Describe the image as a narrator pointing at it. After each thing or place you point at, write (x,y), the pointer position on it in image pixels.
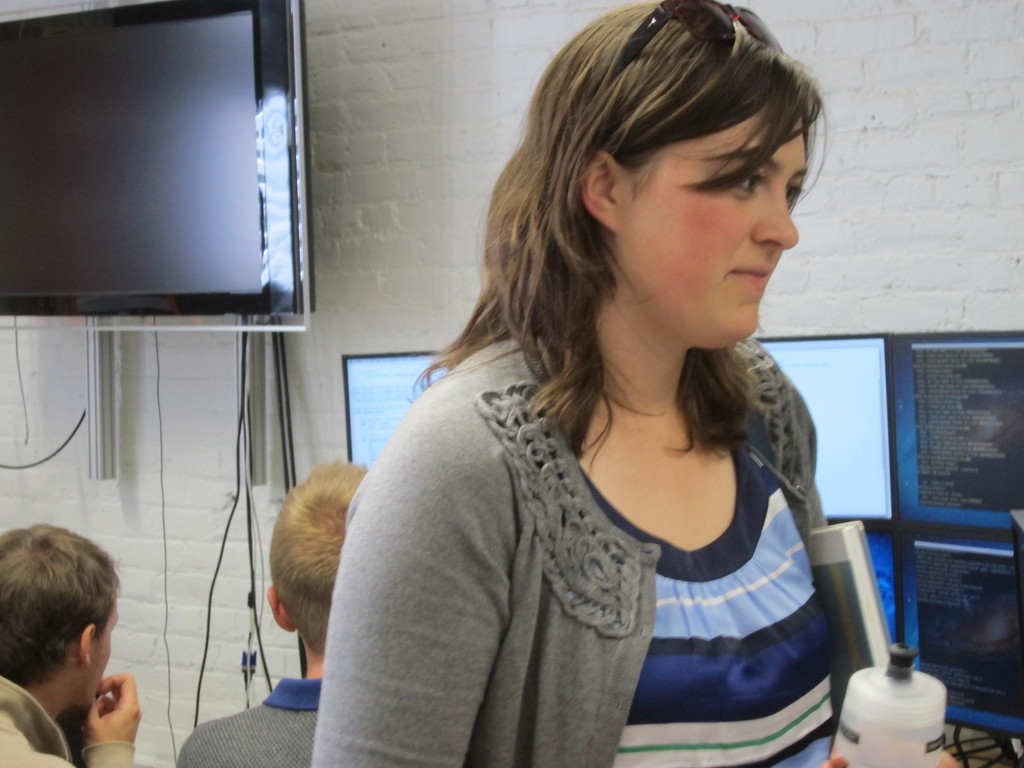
In this picture there is a woman (605,256) holding a bottle (889,667) and book (840,585), behind her we can see people (34,727), television (247,302) on the wall (354,194) and cables (290,441). We can see screens (943,364).
